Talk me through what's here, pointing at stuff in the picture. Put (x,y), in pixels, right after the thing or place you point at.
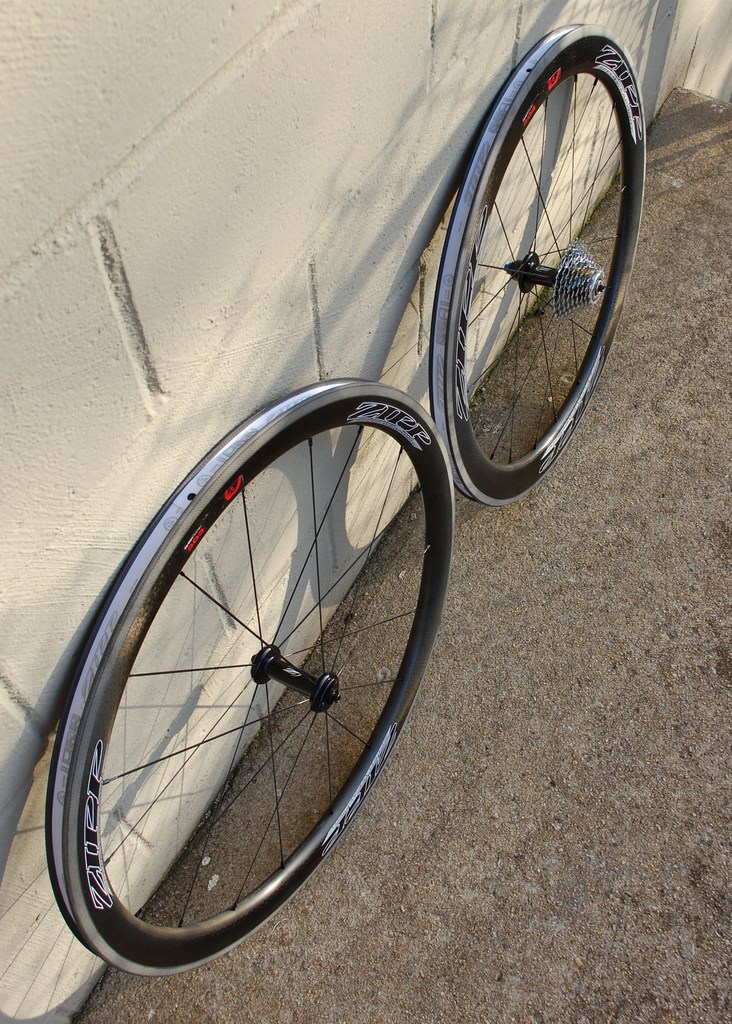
There are two wheels (429,585) of a bicycle (422,470) present on the floor (392,550) as we can see at the bottom of this image (406,703). We can see a wall (270,250) in the background (270,236).
